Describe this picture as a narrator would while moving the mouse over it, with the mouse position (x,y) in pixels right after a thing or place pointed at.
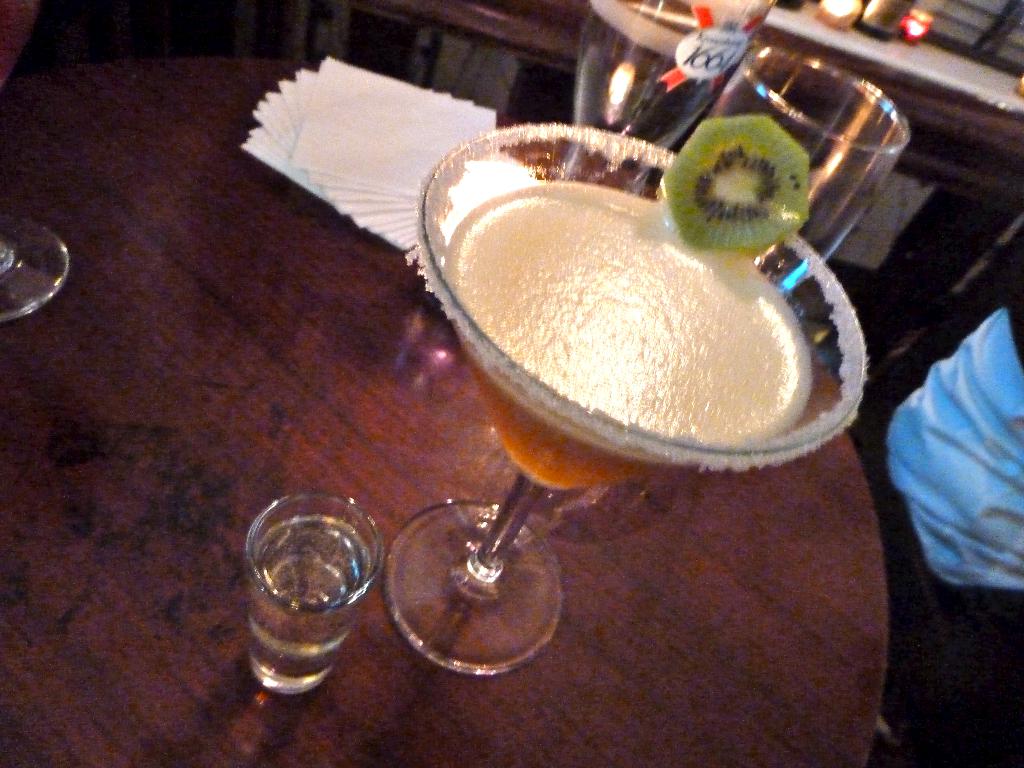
In this image we can see glasses (479,572), tissue papers (399,119) and juice (610,254) on the wooden surface (563,531). There is a person (967,358) on the right side of the image (1010,575). It seems like a wall (273,17) at the top of the image (477,15).
